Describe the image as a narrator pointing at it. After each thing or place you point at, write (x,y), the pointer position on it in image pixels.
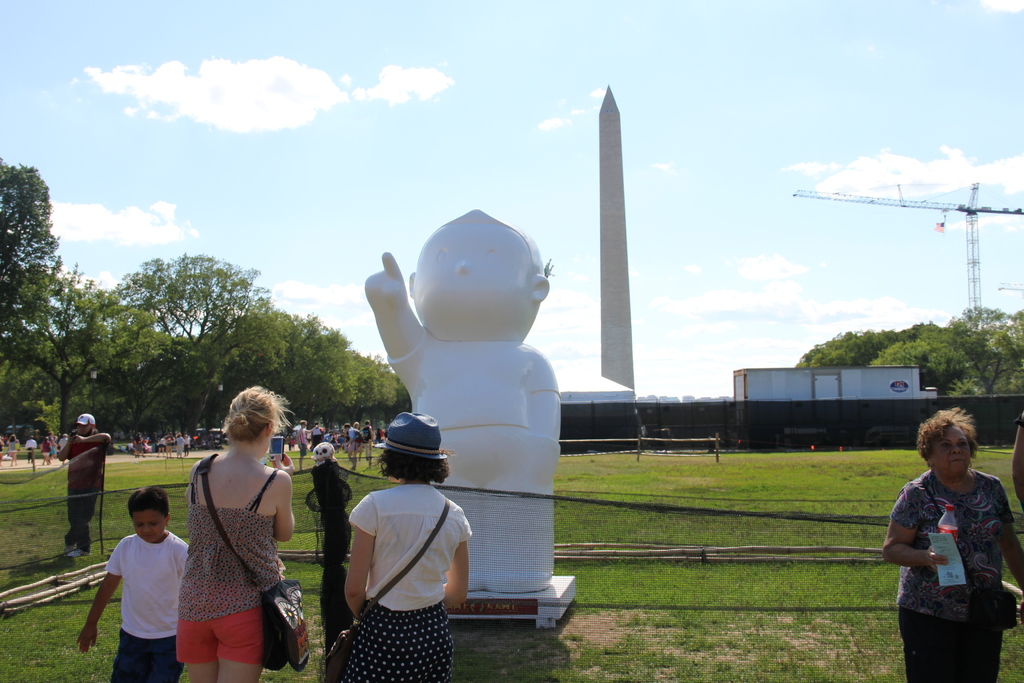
This image consists of many people (253,531). At the bottom (670,643), there is green grass (656,579). In the middle (515,418), there is a statue (529,429). In the background (151,302), there are trees (820,356).
